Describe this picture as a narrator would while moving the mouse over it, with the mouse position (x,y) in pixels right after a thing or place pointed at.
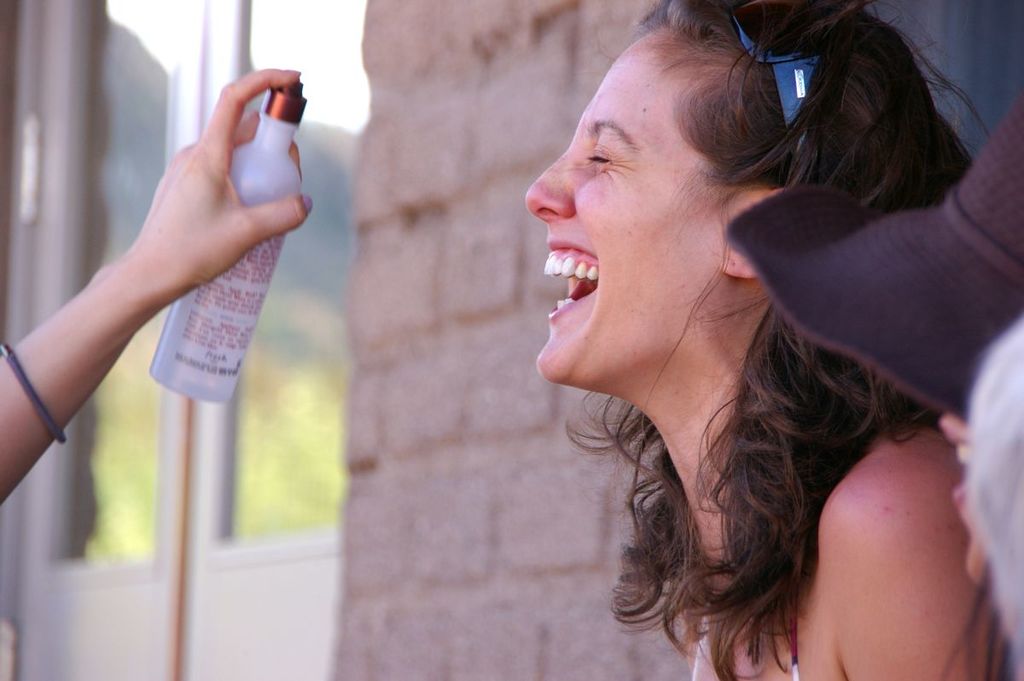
In this picture we can see a woman (734,282) smiling and beside to her we have a person (952,433) wore cap (877,271) and in front of her we can see some persons hand (149,257) holding bottle (213,287) and in the background (368,184) we can see wall (368,184), window (300,237).
